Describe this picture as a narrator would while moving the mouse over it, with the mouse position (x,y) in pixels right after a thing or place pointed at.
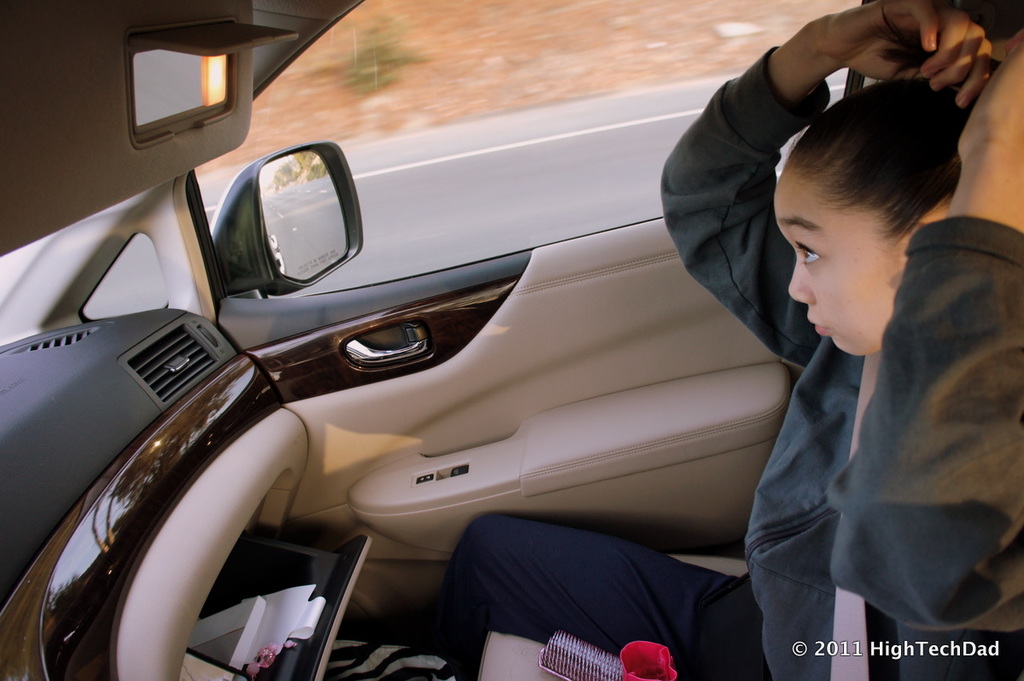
The picture is clicked in the car (394,603), in the car (782,365) there is a woman (826,488) sitting. In the car (398,618) there are comb (554,662), papers (286,626) and other objects (647,665). At the top (285,208) there is a side mirror (311,178).
